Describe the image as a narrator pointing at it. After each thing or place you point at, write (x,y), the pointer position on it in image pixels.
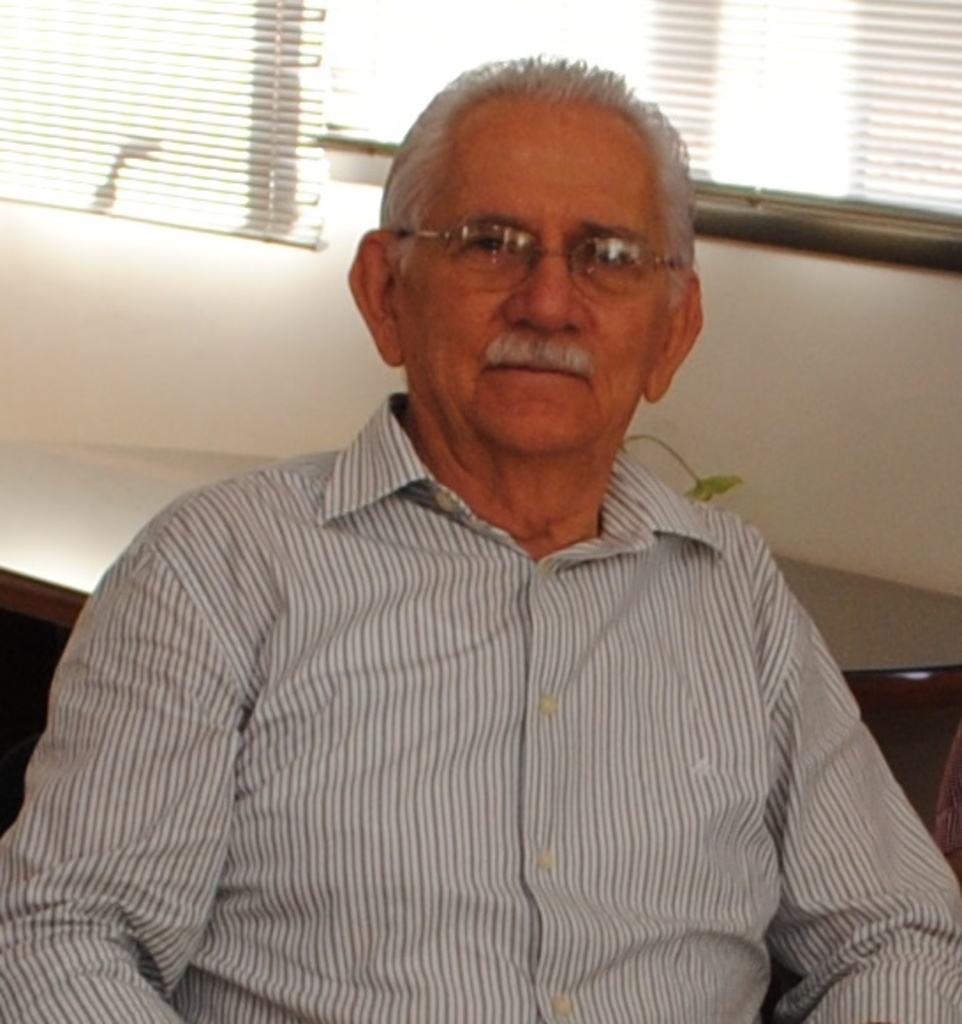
In this image we can see a man (642,740) sitting. On the backside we can see the window blinds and a wall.
